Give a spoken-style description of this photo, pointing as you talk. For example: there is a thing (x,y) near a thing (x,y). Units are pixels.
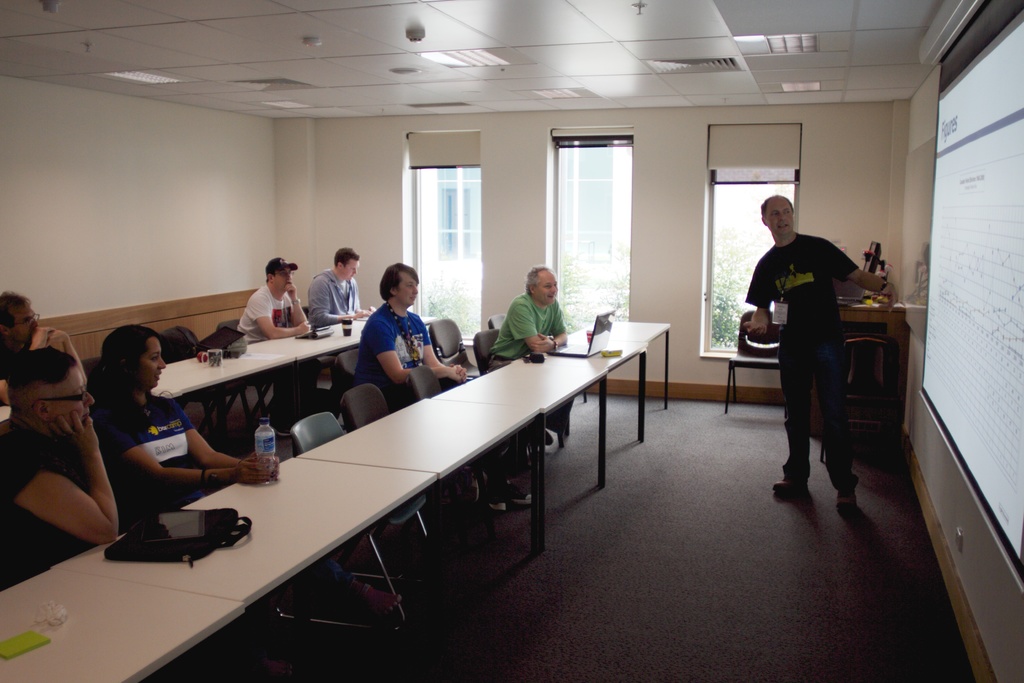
In this Picture we can see inside view of the seminar hall (440,472) in which a group of people (104,406) are sitting on the chairs (455,359) and white table (503,382) in front of them. On the right (780,345) a man (785,341) wearing black t-shirt (800,283) is discussing and showing something on the projector screen (949,220). Behind we can see the three glass window (619,192) and on the ceiling (665,78) ac vents (712,63) and some fire alarm speakers (415,29).
